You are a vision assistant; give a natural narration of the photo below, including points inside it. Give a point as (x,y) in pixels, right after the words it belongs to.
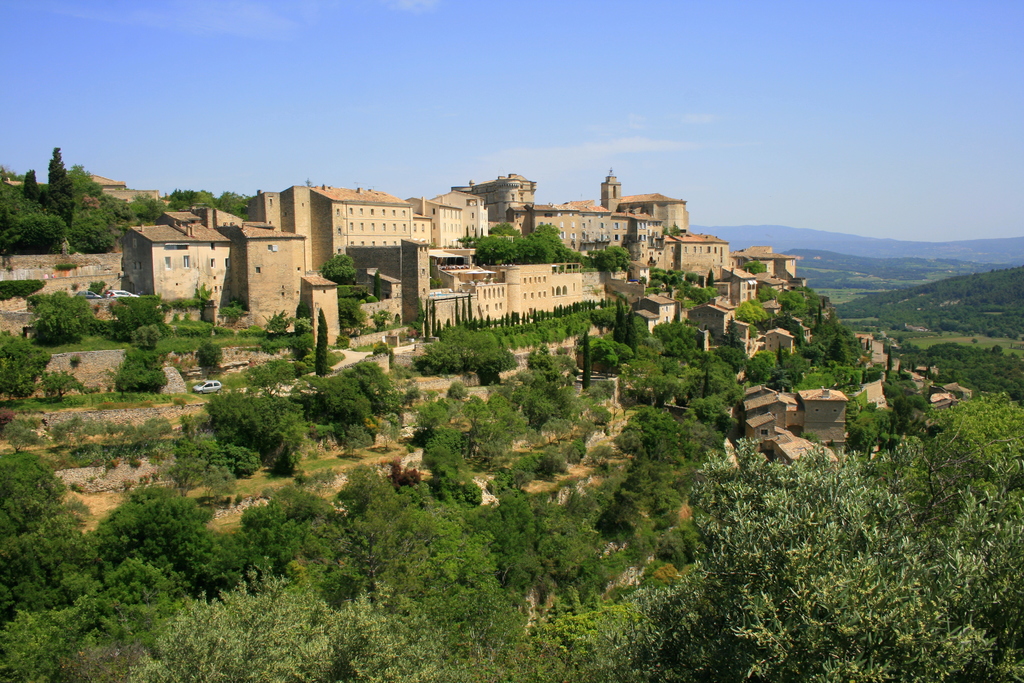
In this picture I can see the trees (671,469) at the bottom (471,526), in the middle (396,256) there are buildings (580,226). At the top (568,165) I can see the sky (603,132).
